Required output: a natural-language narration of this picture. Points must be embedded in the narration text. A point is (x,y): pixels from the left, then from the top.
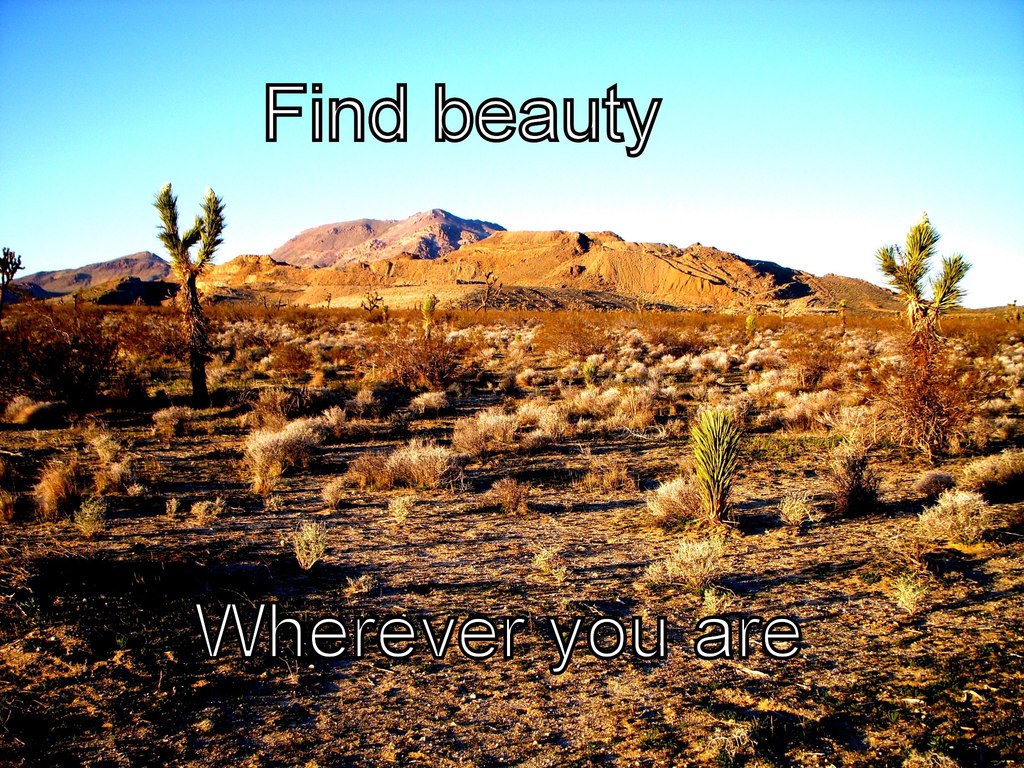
In this image there is dry grass (536,433) at the bottom (539,563). In the background (440,217) there are hills (585,246). At the top (817,115) there is the sky (817,115). On the ground (497,674) there are stones (371,671) and sand (485,692).
